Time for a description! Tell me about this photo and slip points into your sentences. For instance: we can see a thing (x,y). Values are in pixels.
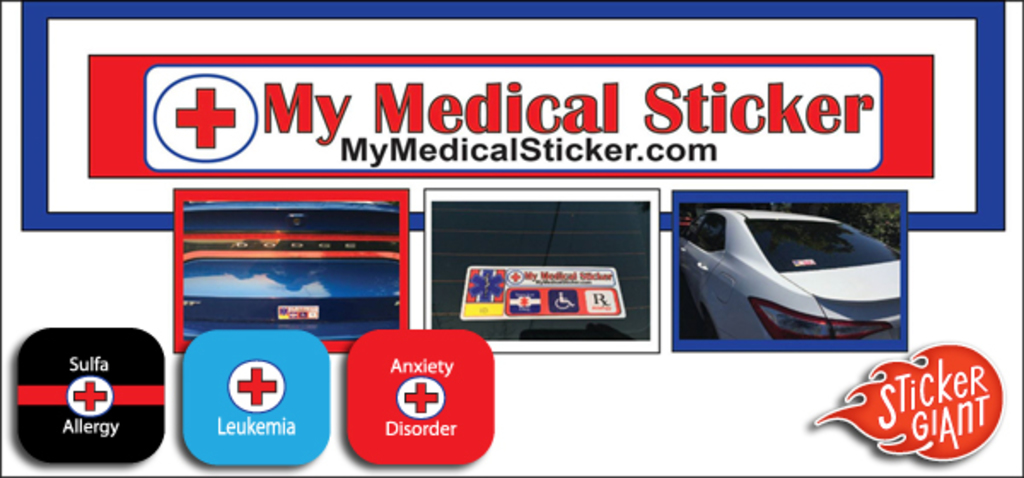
In this image I can see photos (694,284) of a car (766,295) and few other things (307,356). I can also see something is written at few places.
